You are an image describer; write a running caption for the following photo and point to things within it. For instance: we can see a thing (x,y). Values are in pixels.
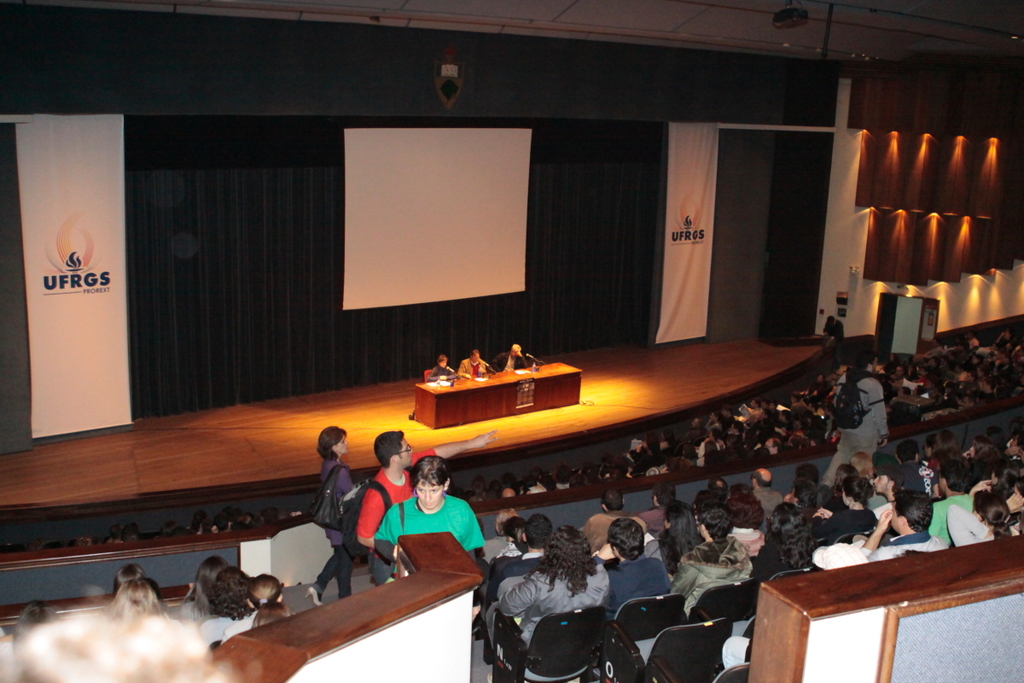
This is the inside view of a conference hall (314,413) where we can see people (645,556) are sitting and four people (377,454) are standing. In the middle of the image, we can see three people (483,366) are sitting on the stage (194,440). In front of them, we can see the table (492,396). In the background of the image (114,67), we can see banners (707,236), lights (861,134) and wall (754,113). At the top of the image (496,33), we can see the roof (657,21).
